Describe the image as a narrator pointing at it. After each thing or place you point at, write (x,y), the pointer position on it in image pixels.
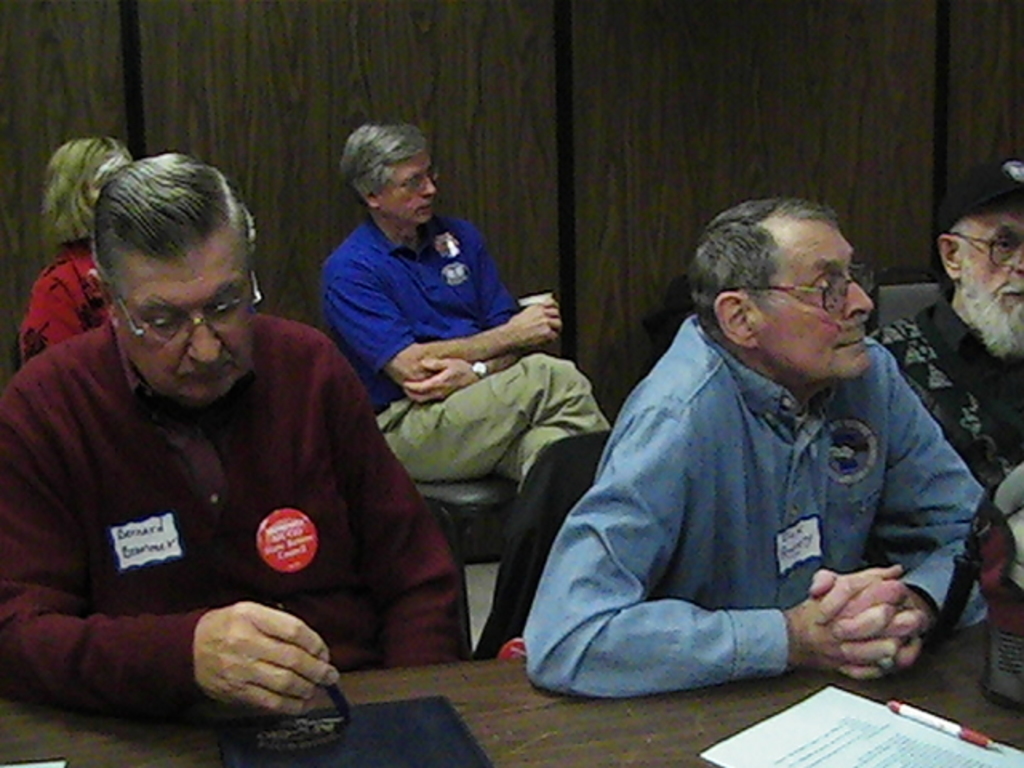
In this picture I can see in the bottom right hand side (895,755) there is a paper (903,732) and a pen (924,719) on the table (527,726), in the middle (623,482) few persons (639,534) are sitting and wearing the badges (853,482).
